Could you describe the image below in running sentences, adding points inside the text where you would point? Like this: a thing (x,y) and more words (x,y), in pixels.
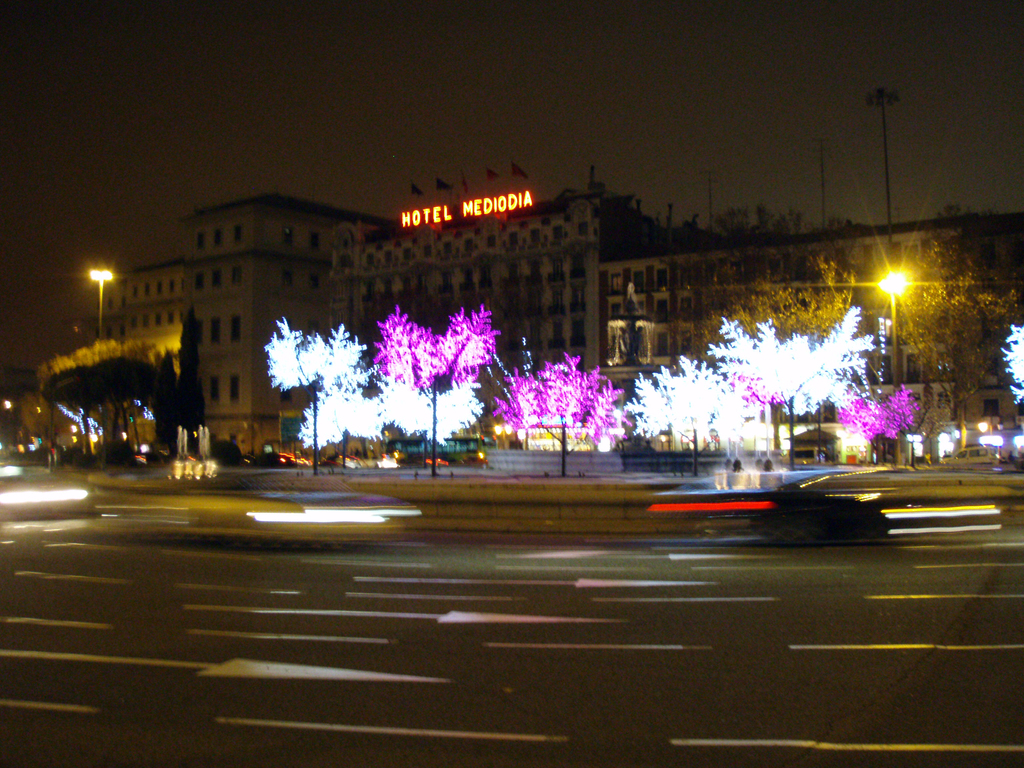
In the picture we can see the road (182,735) with vehicles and behind it, we can see some trees (471,387) with lights (688,408) and behind it, we can see the hotel building (486,395) and beside it, we can see two poles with lights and behind the building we can see the sky (227,171).
